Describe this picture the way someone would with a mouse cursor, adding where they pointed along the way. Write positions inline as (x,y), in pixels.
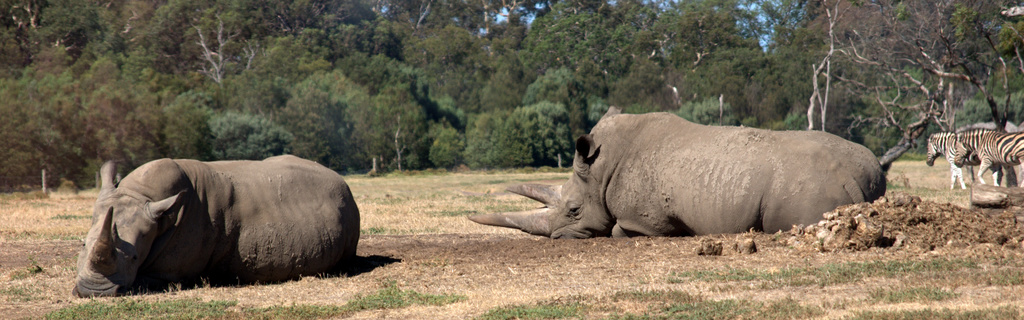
This image consists of rhinoceros (190,179) in the middle (569,192). There are zebras (960,165) on the right side (960,165). There are trees (689,106) at the top (755,83). There is grass (412,318) at the bottom (241,318).
